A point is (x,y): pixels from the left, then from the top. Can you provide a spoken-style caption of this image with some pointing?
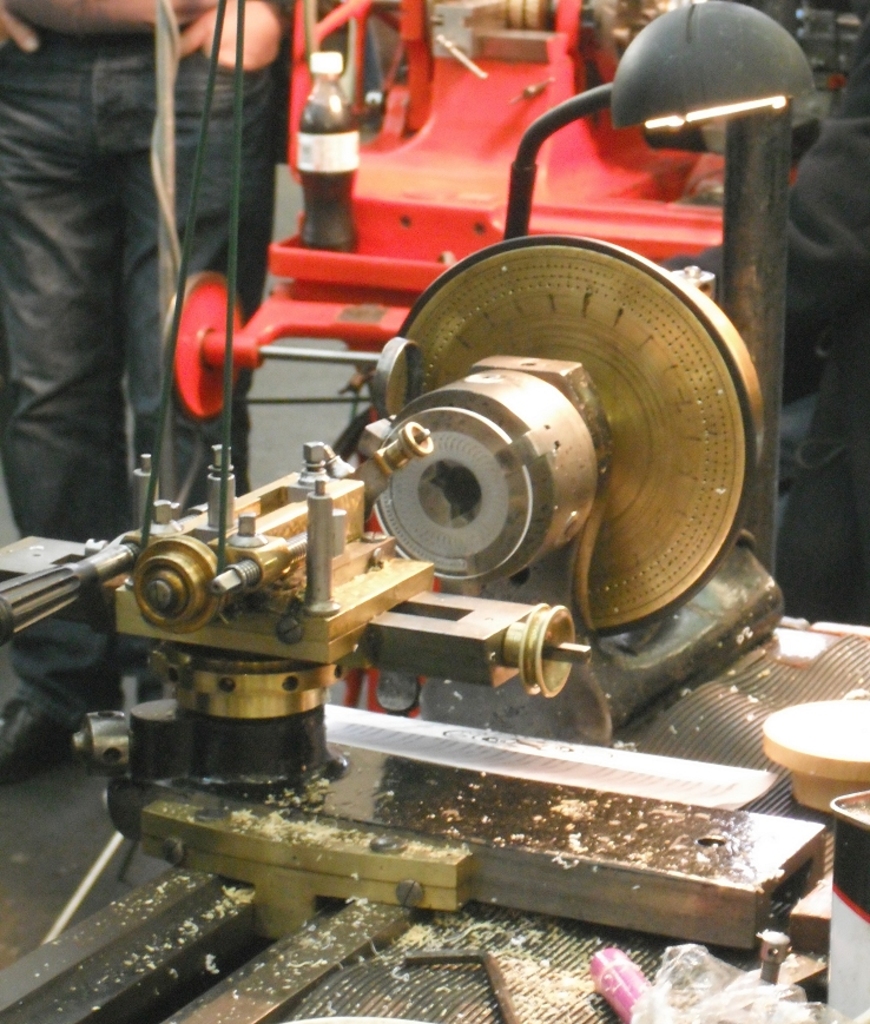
In this image there is a machinery (432,565) as we can see in bottom of this image (463,702) and there is one person (119,309) standing on the left side of this image (119,309). There is one bottle (321,174) is kept on one object (413,220) on the top of this image (434,180).
